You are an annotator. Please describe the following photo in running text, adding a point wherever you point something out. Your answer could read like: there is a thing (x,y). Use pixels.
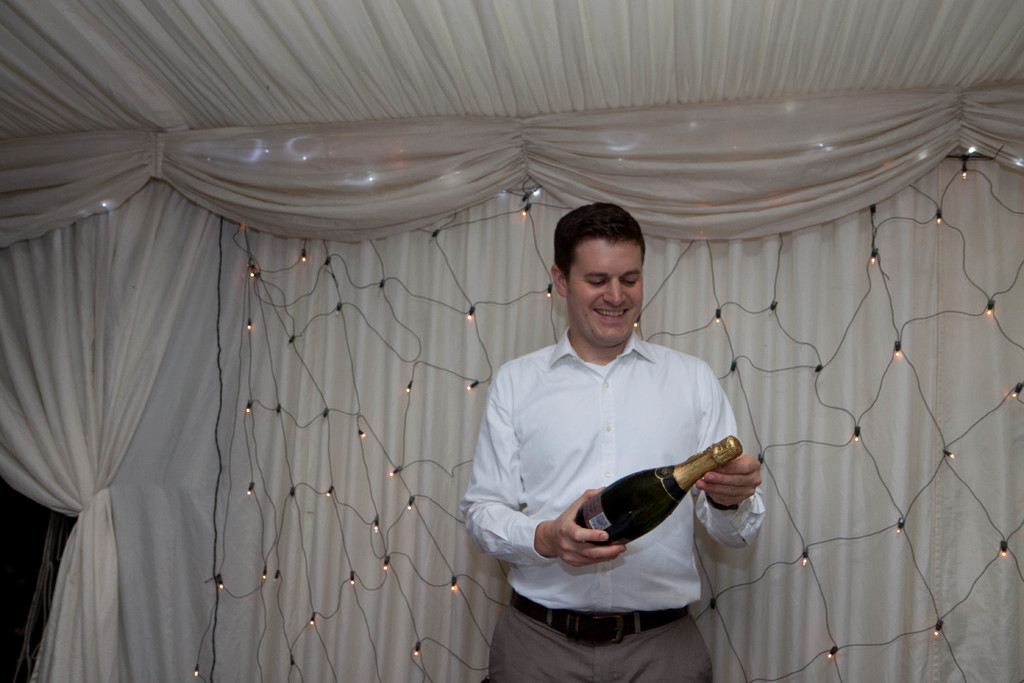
In the middle of the image (538,414) a man (518,410) is smiling and holding a wine bottle (661,493) in his hands (710,493). Behind him there is a curtain (650,286) and there are some lights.
